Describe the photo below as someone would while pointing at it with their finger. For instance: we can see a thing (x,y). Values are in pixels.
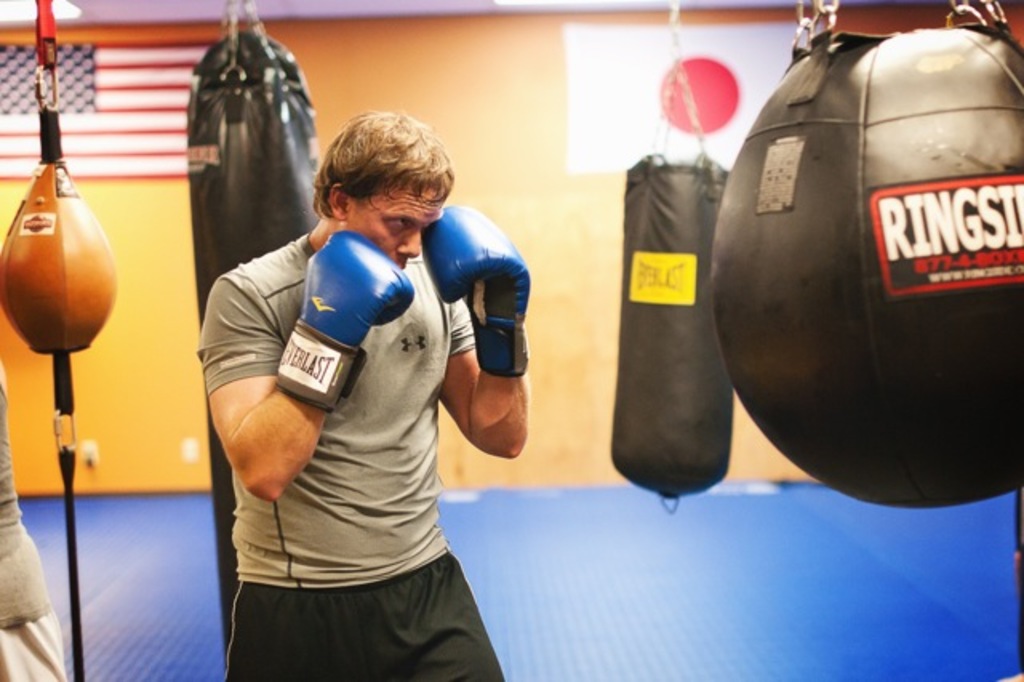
In this picture we can see a man (255,414) wore gloves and in the background (707,121) we can see flags (68,115) on the wall (154,212).
